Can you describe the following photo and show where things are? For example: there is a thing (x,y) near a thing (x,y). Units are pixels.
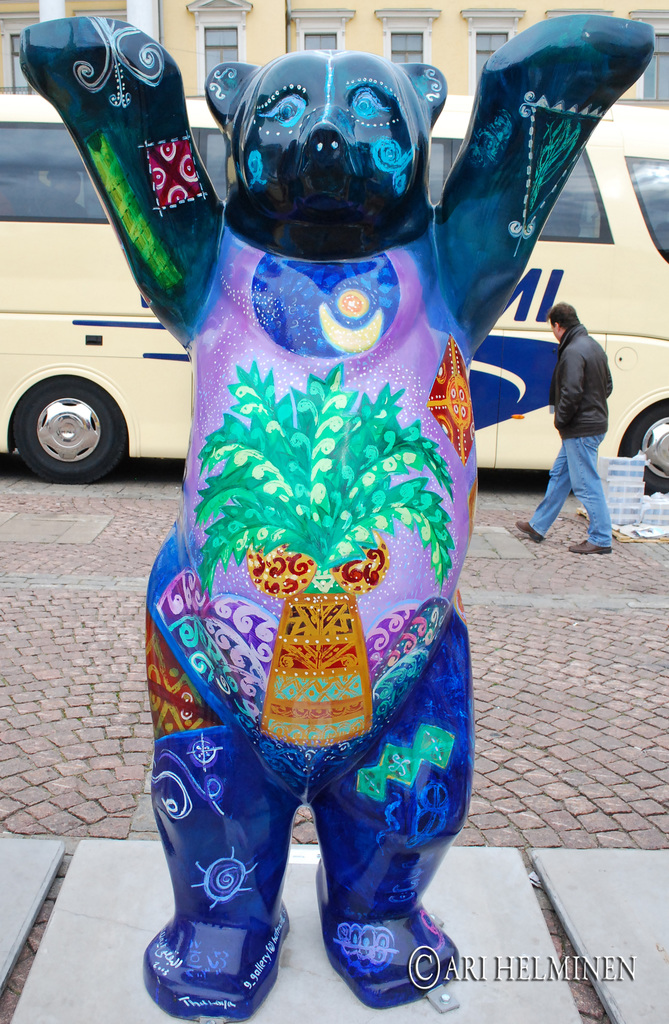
In this image, we can see a person (602,494), a vehicle (5,170), a toy (395,582) and the ground (620,583) with some objects (635,493). We can also see the wall (370,45) with some windows (408,59) and white colored objects (135,15). We can also see some text (434,966) on the bottom right corner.
